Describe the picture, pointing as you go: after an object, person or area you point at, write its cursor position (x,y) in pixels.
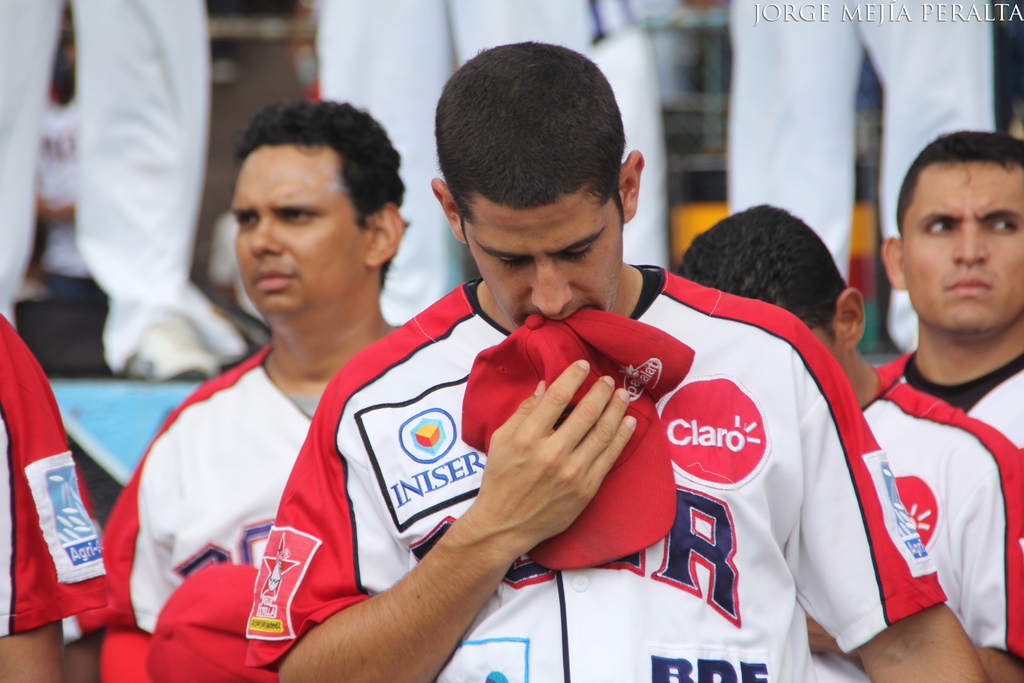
In this image we can see people (733,526). The man (686,553) standing in the center (502,401) is holding a cap (479,404).
